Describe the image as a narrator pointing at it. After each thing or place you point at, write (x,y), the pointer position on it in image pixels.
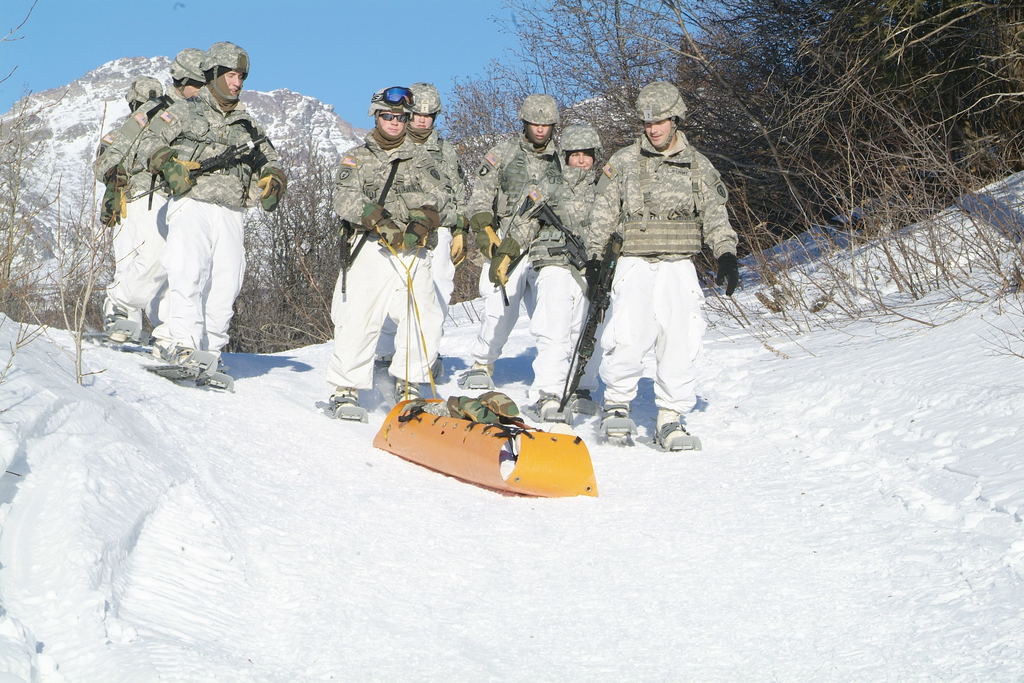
In this image there are group of soldiers (528,290), few of them are holding guns (592,318) in their hands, in the middle (426,273) there is a person (394,223) he is holding an object (421,431), they are on a ice land (856,422), in the background (813,148) there are plants (763,94), mountains (295,108) and a blue sky (383,28).
